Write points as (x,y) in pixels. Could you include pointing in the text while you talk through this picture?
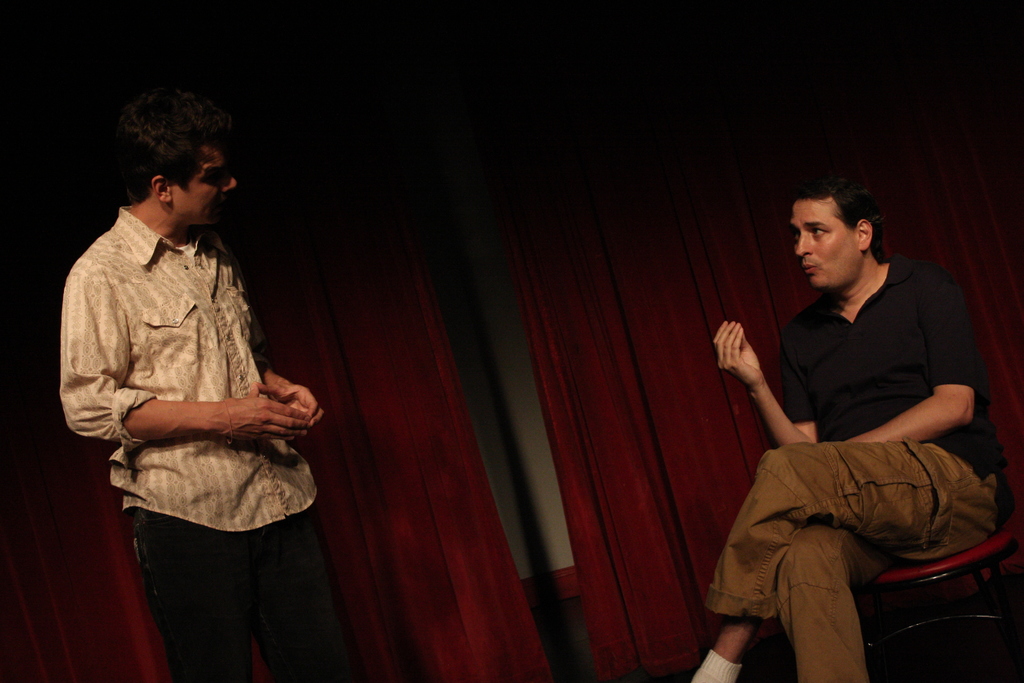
In this image there is a person (778,515) sitting in a chair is speaking to another person (224,377) in front of him, behind them there are curtains (430,373).
